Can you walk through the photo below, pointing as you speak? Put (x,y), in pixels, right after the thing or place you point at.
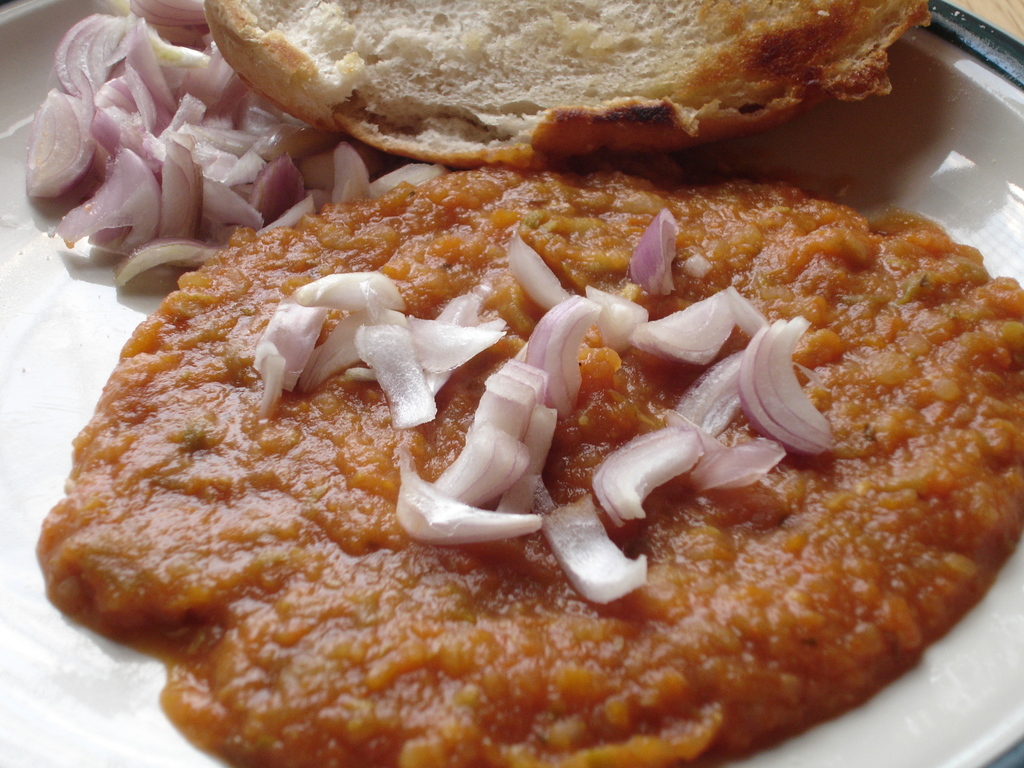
In this picture we can see a plate (53,358) which contains Pav bhaji (522,299) with onions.
